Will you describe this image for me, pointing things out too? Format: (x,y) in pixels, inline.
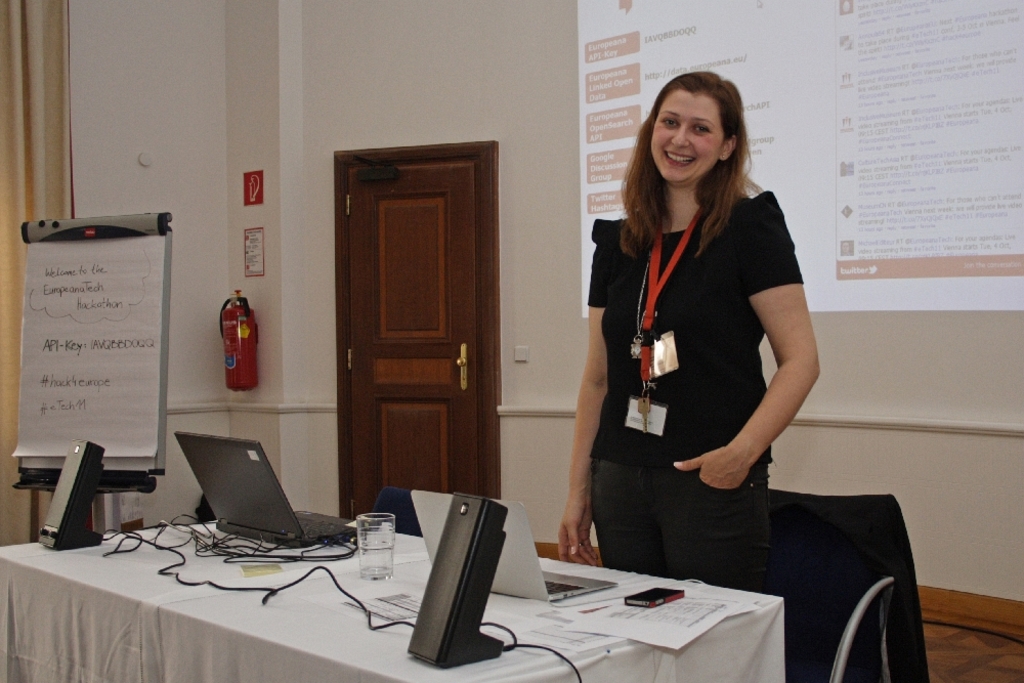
In this picture we can see women (681,388) standing. There is a table (271,624). On the table (272,603) we can see laptop (261,510), speaker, cable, glass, papers (716,601), mobile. We can see chair (869,635). In this background (754,38) we can see screen (698,57) and wall (340,63) and there is a door (416,269). There is a board (108,336).
